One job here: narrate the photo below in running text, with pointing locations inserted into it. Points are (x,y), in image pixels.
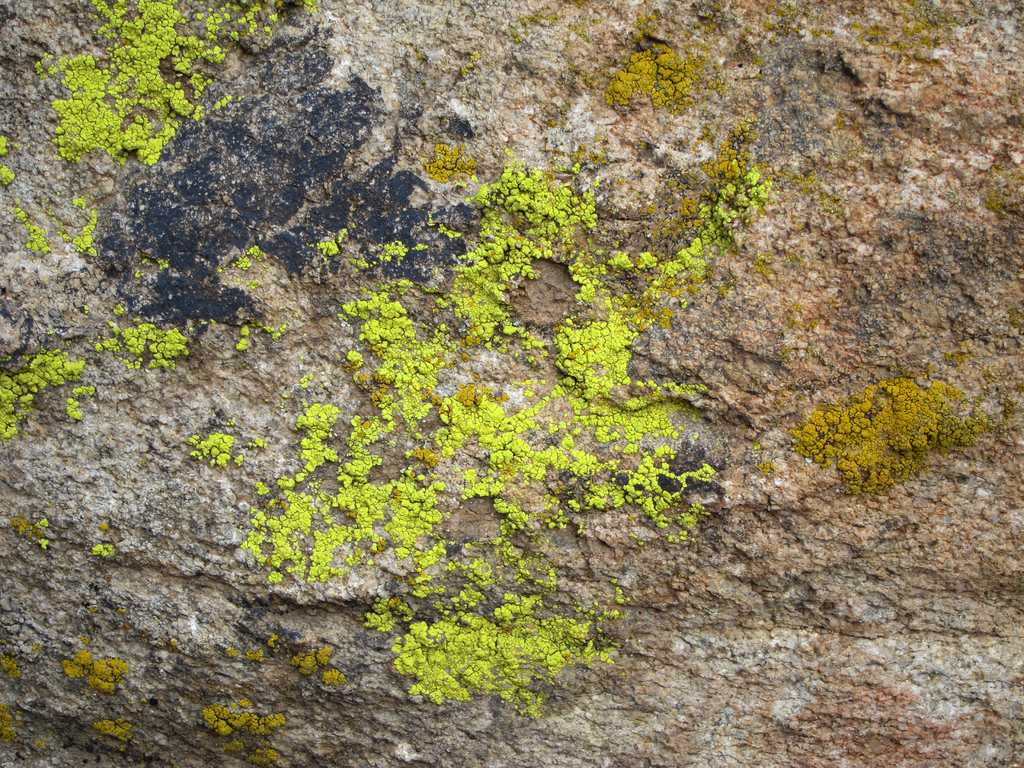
In this image we can see a stone (327,440) with green and black color on it.
